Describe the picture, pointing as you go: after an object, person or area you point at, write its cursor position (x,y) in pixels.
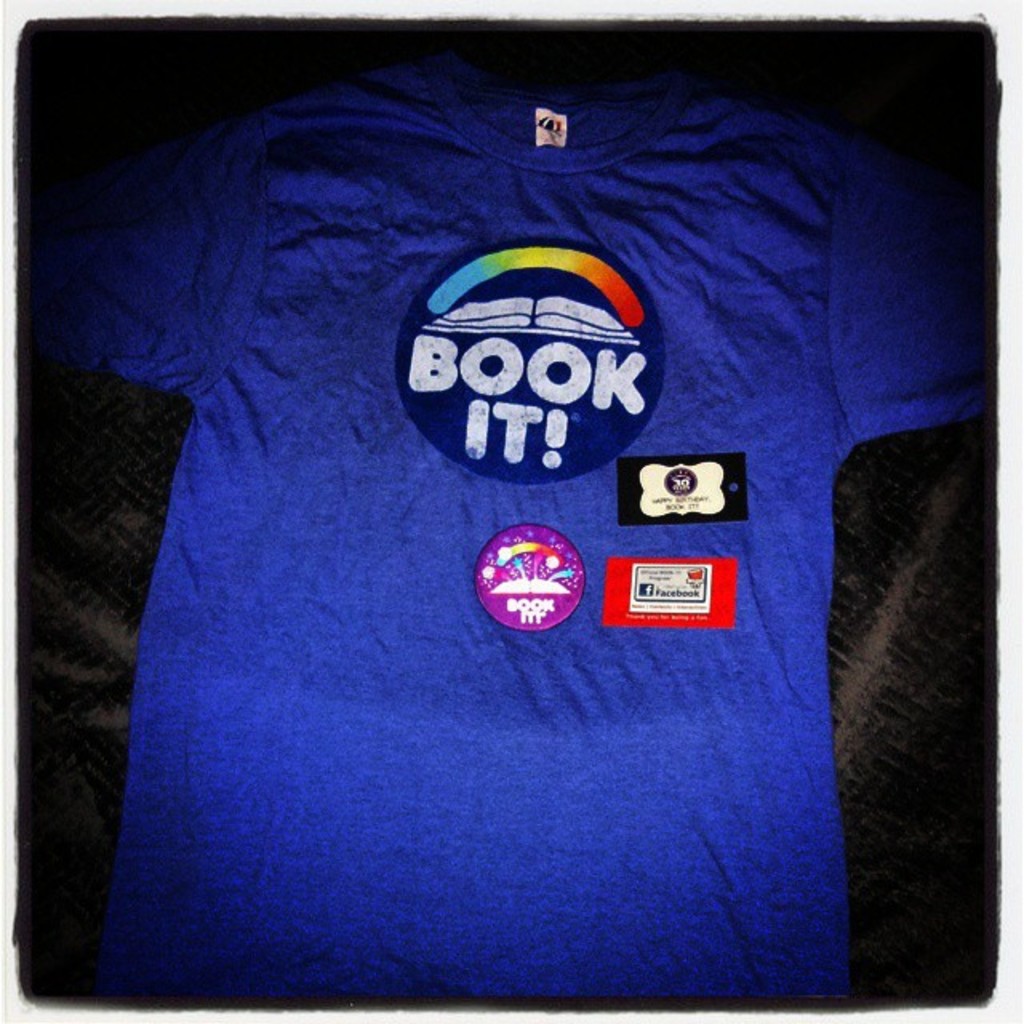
In this picture we can see the blue color t-shirt (459,460) on which "Book it" is written.
